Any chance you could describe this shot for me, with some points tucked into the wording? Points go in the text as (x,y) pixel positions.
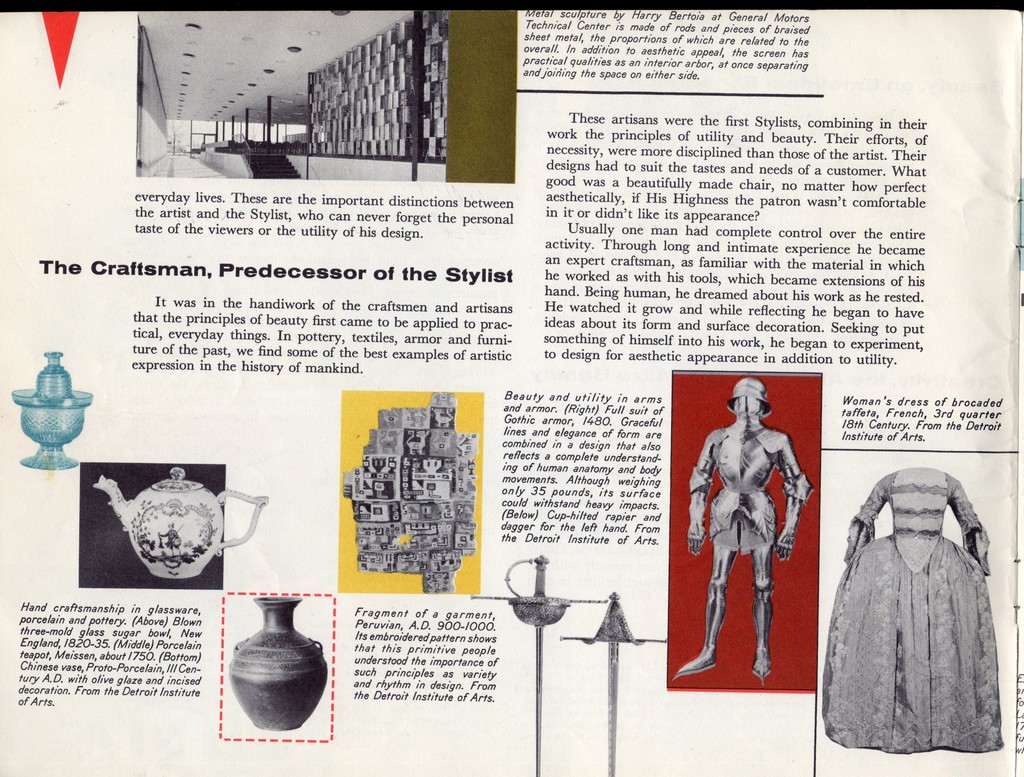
In this image there is a paper (759,88), on that paper (712,529) there are pictures (870,579) and there is some text (130,627).
